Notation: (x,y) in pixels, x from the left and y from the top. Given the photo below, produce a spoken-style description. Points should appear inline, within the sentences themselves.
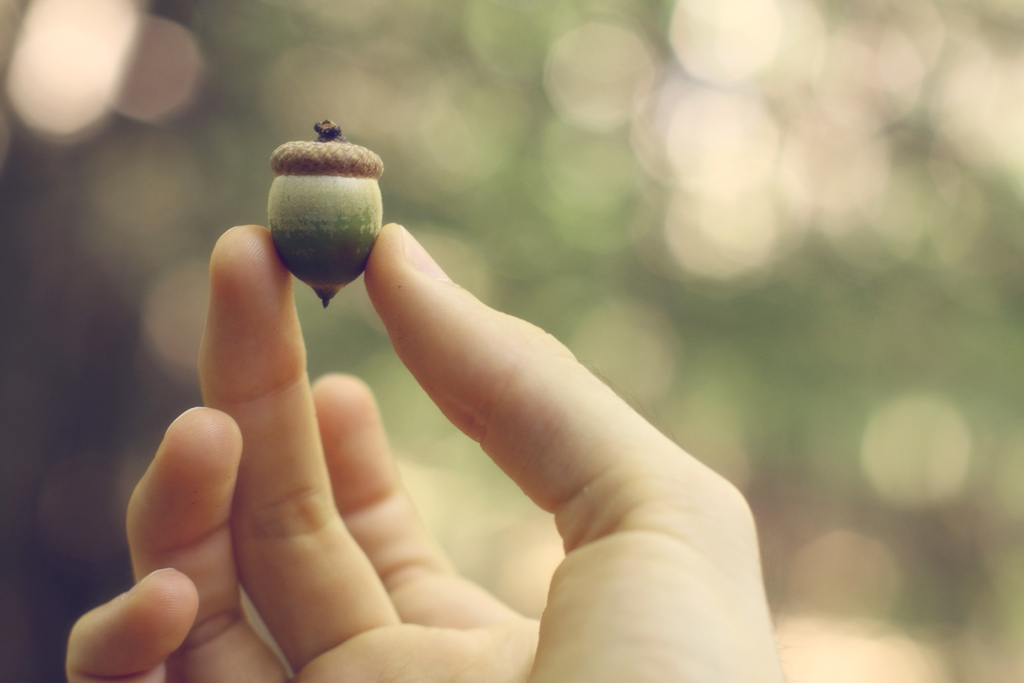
In this picture we can see a person's hand (412,582) here, there is a nut (323,247) in his hand (402,597), we can see a blurry background (625,181) here.
